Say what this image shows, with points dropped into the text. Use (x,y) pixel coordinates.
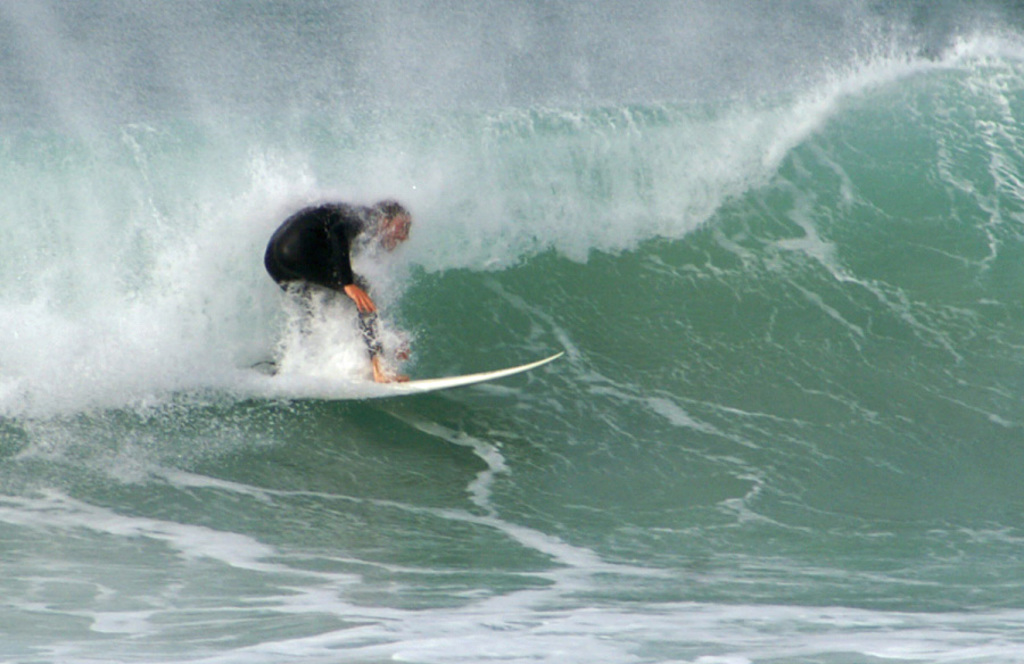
In this image, I can see a person (378,373) surfing with a surfboard (449,380) on the water (441,404). I can see the wave (583,178).
